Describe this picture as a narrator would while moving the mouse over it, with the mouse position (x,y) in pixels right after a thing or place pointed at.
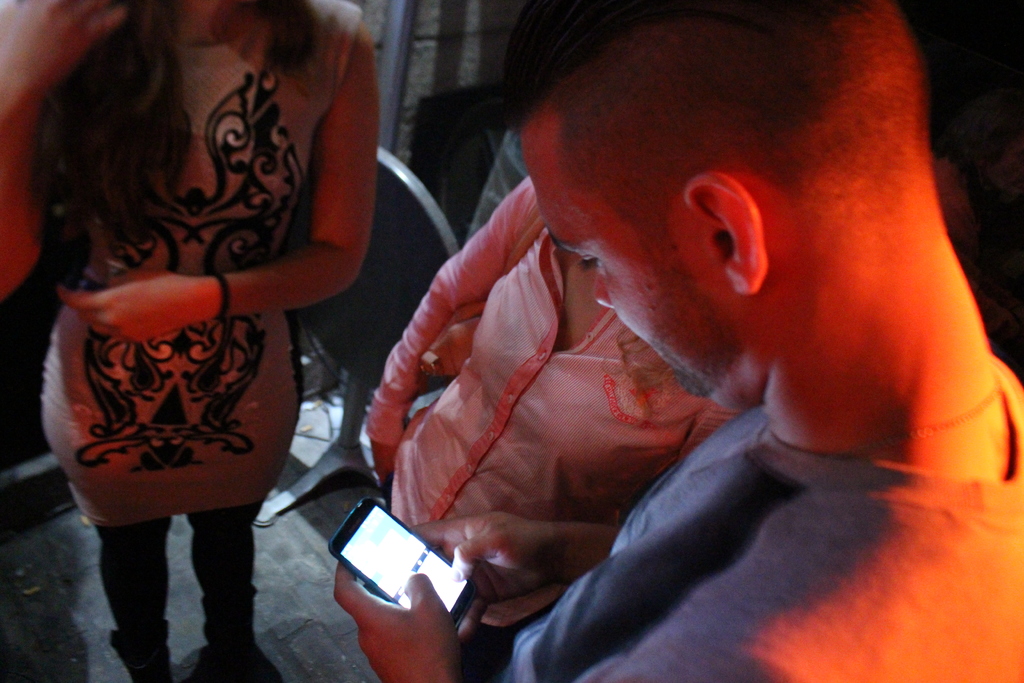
In this picture we can see a man (875,355) holding a mobile (421,541) and looking at it. Beside him there are 2 women (195,241) standing on the floor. In the background (422,63), we can see a chair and a wall (418,50).
